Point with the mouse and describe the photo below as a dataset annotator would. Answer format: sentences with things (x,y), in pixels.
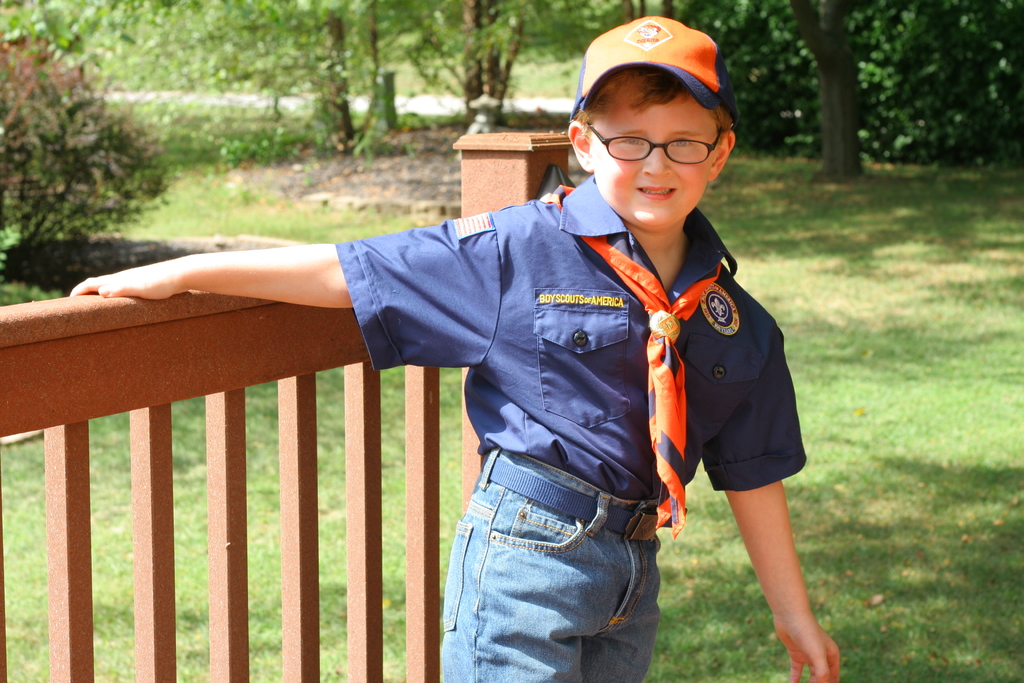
In this picture there is a boy (614,275) standing, behind this boy (600,274) we can see railing (206,445). In the background of the image (911,232) we can see grass (857,217), trees (84,51) and plants (248,157).
